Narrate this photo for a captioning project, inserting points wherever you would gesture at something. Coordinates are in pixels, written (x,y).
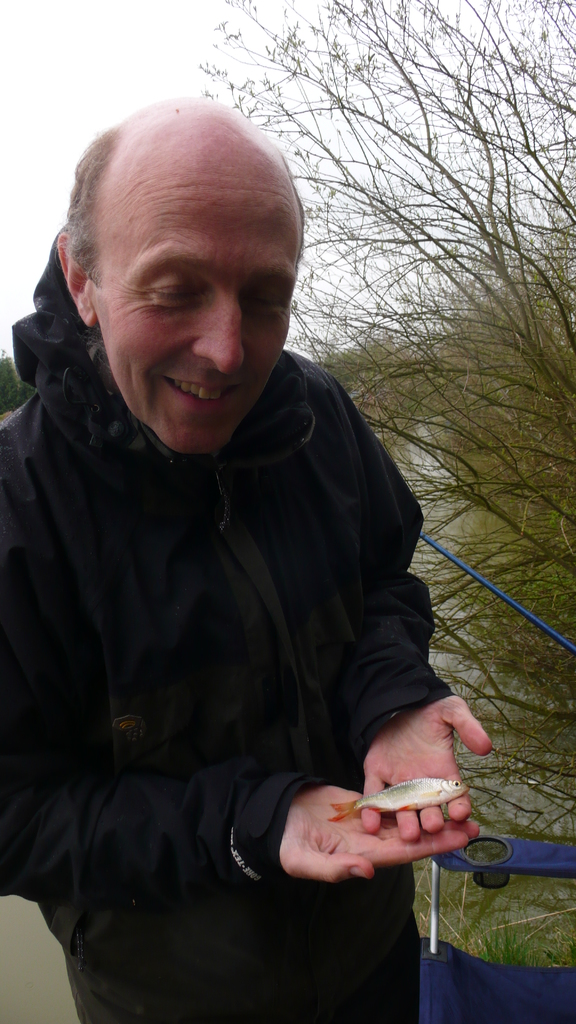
In this picture there is a person (351,841) wearing black dress (311,908) is standing and holding a fish (417,784) in his hand (348,842) and there is a blue color object (426,942) beside him and there are trees (448,268) in the background (497,336).
